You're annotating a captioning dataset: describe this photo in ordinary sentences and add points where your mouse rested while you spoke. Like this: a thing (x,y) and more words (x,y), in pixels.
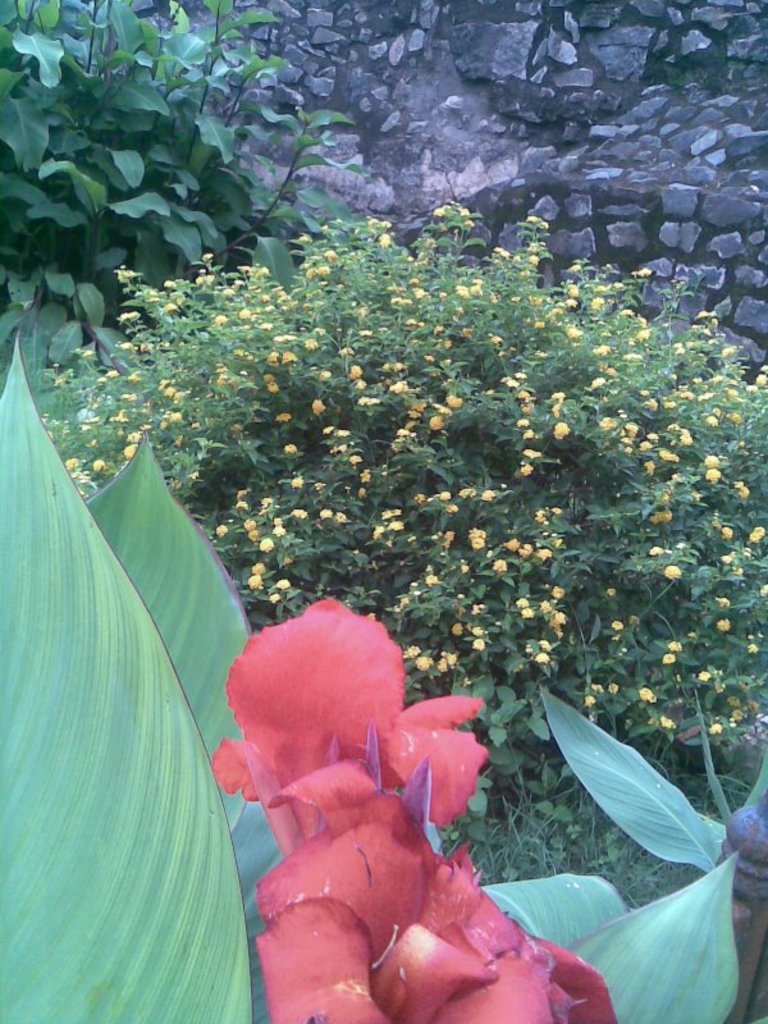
In this image we can see red color flowers (340,846) to the plant (144,785). Here we can see grass (708,781), small plants (682,475) and the stone wall (551,233) in the background (665,270).
